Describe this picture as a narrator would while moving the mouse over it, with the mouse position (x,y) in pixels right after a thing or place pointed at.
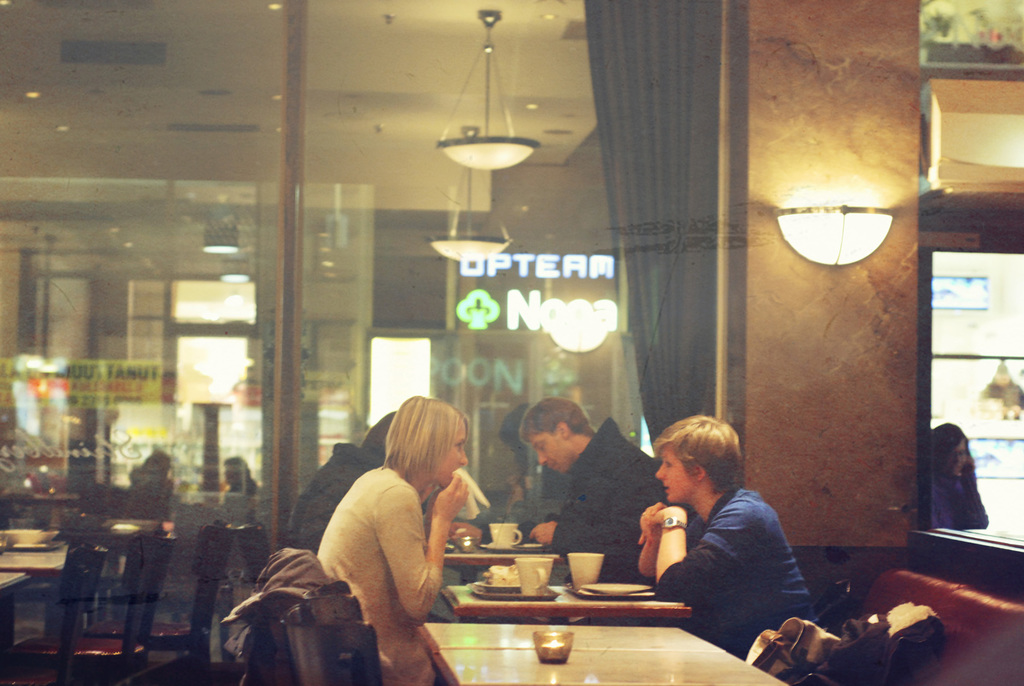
In the image we can see there are people (444,485) who are sitting on chair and on table (561,589) there is coffee mug (538,566) and in a bowl (495,593) there are food items (503,580).
